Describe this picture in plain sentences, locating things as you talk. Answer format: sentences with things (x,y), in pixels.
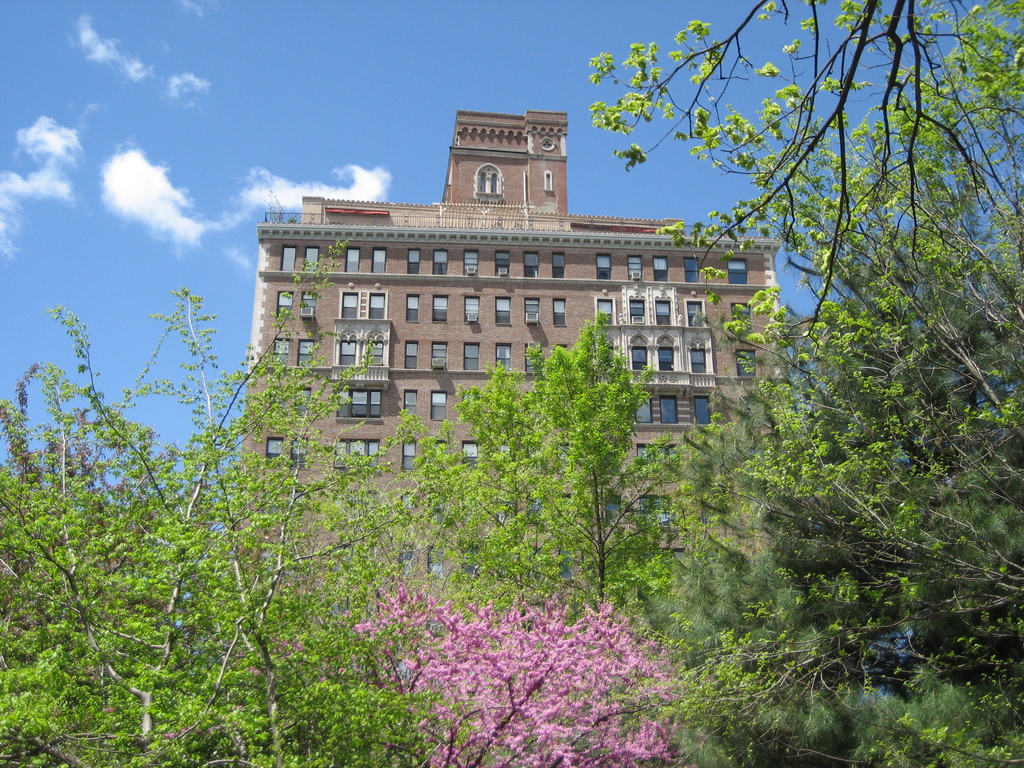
In the center of the image (509,323) there is a building (509,323). At the bottom (290,591) we can see trees (834,443). In the background (331,93) there is sky (267,98).
